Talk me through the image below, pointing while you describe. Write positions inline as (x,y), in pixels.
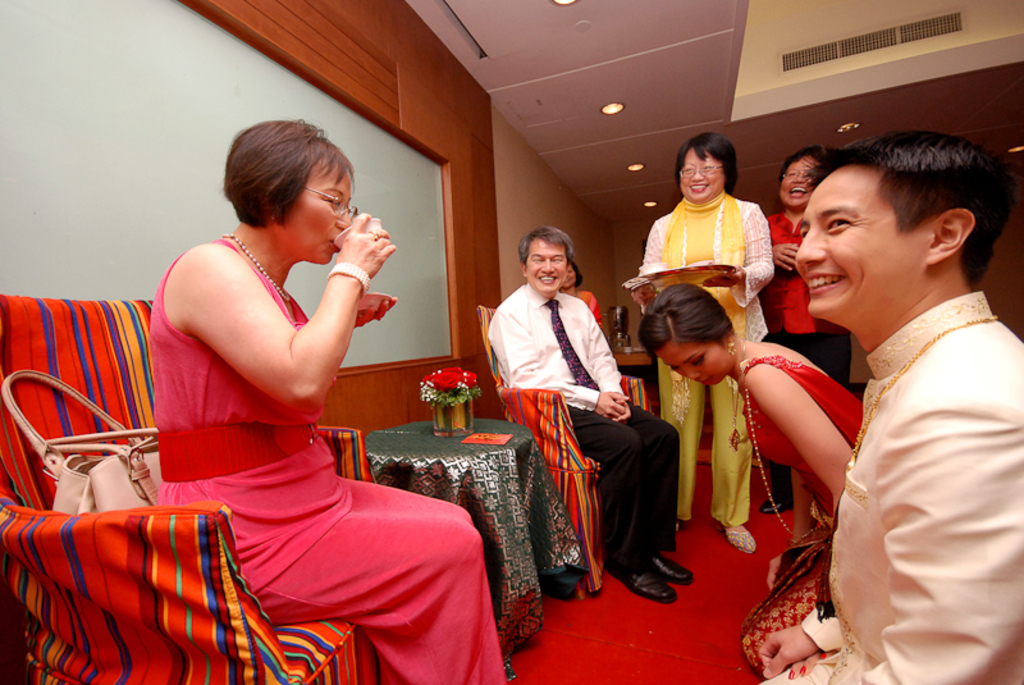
These two people (397,503) are sitting on chairs (164,520) and few people (699,250) are standing. This woman (234,434) holding a cup (343,240) and saucer (372,293) and drinking, behind this woman (173,421) bag (63,448) on the chair (105,547). In between these two people (519,353) we can see plant (428,385) and object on the table (514,438), in front of these two people (364,530) there are two people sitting on knees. This woman (665,222) holding a plate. In the background (515,184) we can see wall (565,194) and lights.
